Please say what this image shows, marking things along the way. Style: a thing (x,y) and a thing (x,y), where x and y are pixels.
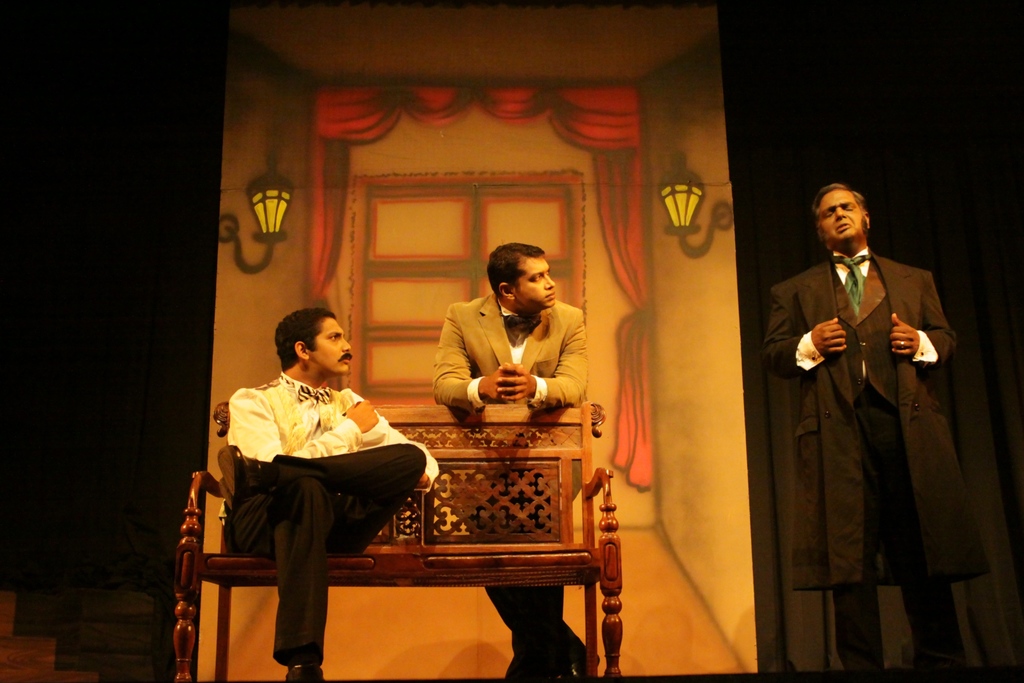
In this image, we can see a man (311,464) sitting on a bench (430,500). Behind the bench (430,500) there is another man (499,397) standing. On the right side of the image (861,530), we can see a person (848,511) standing. In the background (808,591), we can see painting (596,312) on board (596,312) and curtains (959,429). In the bottom left corner (19,660), there are stairs (18,657).
